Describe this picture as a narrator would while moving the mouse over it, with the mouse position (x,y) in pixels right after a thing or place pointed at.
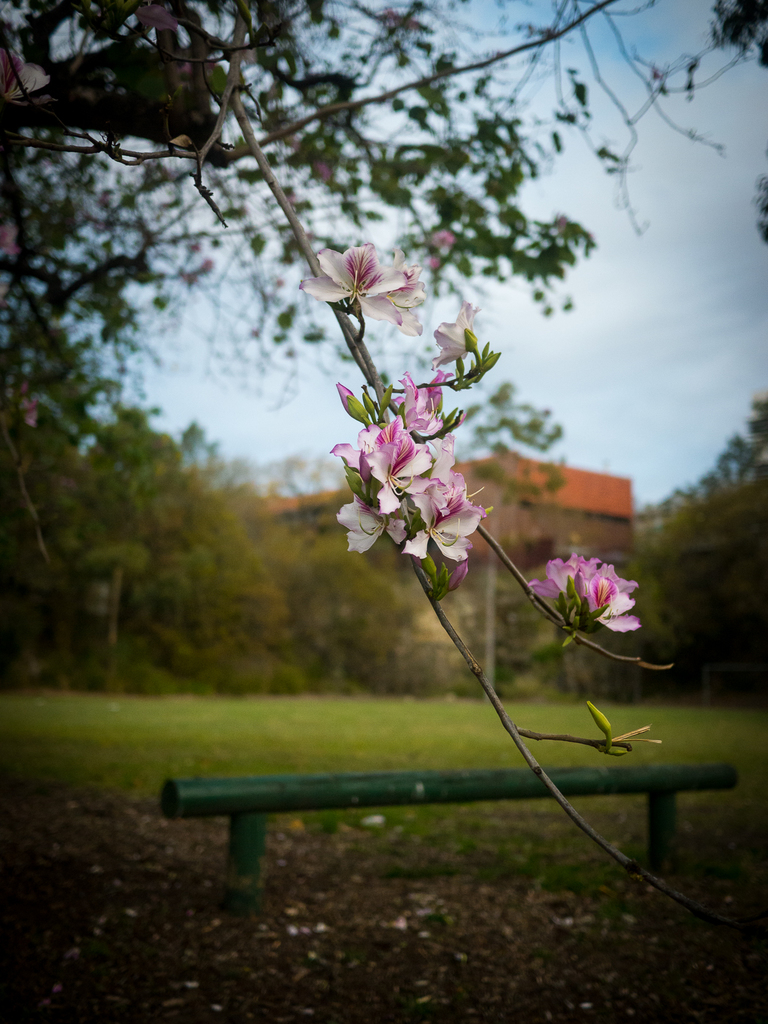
In this image there are flowers (569,580) to a stem (495,544) of a tree (296,168), in the background (193,607) there are trees (180,583) and a house (558,500) and a cloudy sky (661,375) in the bottom (412,864) there is a rod (422,801) and green grass land (666,739).
